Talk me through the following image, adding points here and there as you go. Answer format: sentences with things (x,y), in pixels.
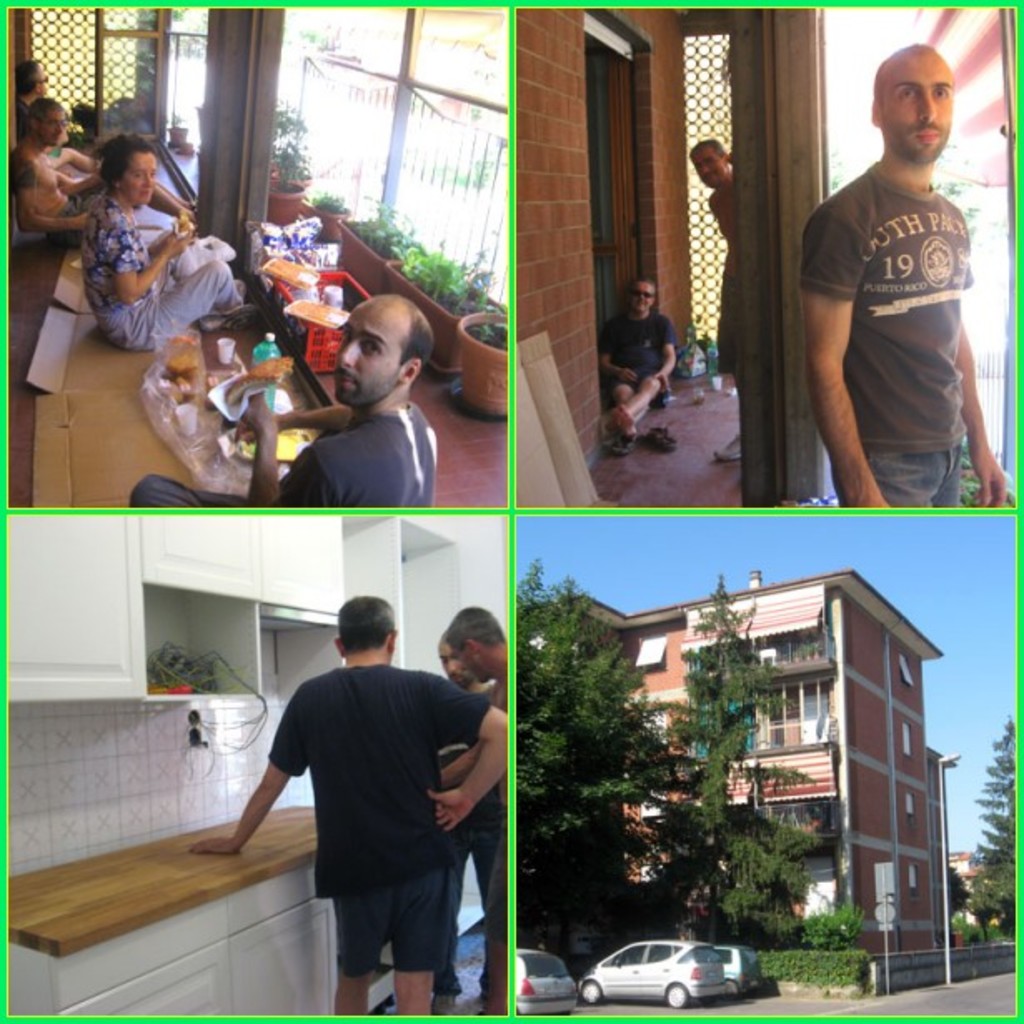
This image is a collage. In this image we can see people (28,128), building (786,659), trees (669,878), cars (632,992), table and walls (77,784). We can see the sky (737,570) and there are house plants (455,267).
